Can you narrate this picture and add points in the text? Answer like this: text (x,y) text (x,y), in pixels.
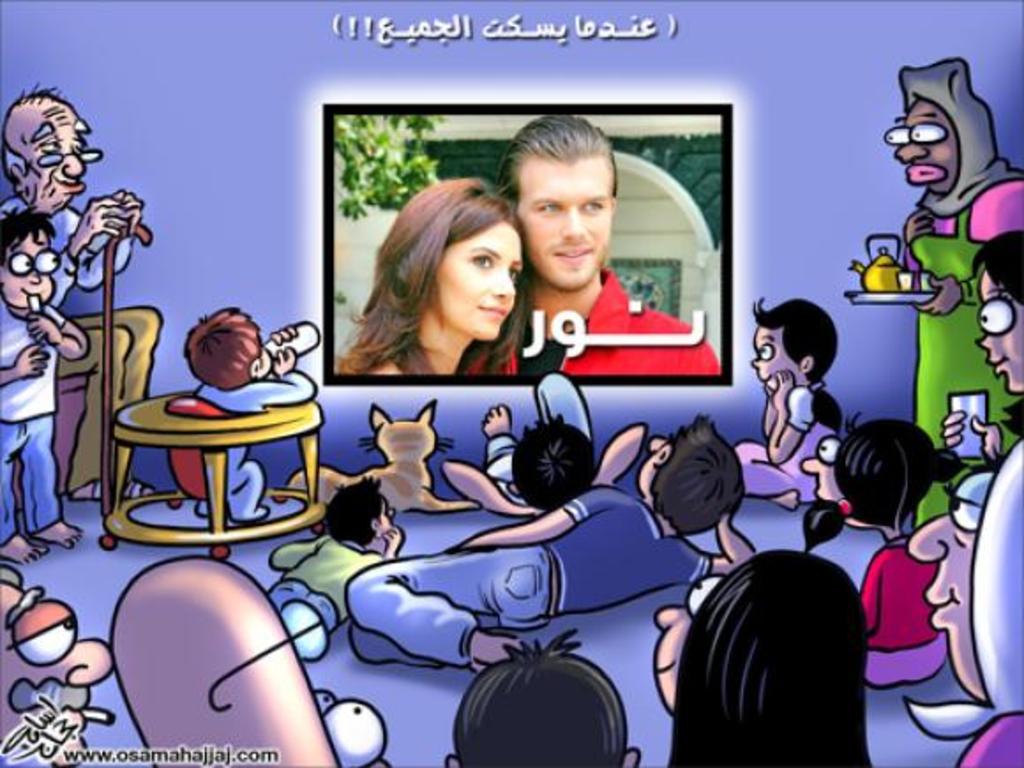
In this picture we can see a cartoon image, here we can see people (573,640), screen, some objects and some text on it.
